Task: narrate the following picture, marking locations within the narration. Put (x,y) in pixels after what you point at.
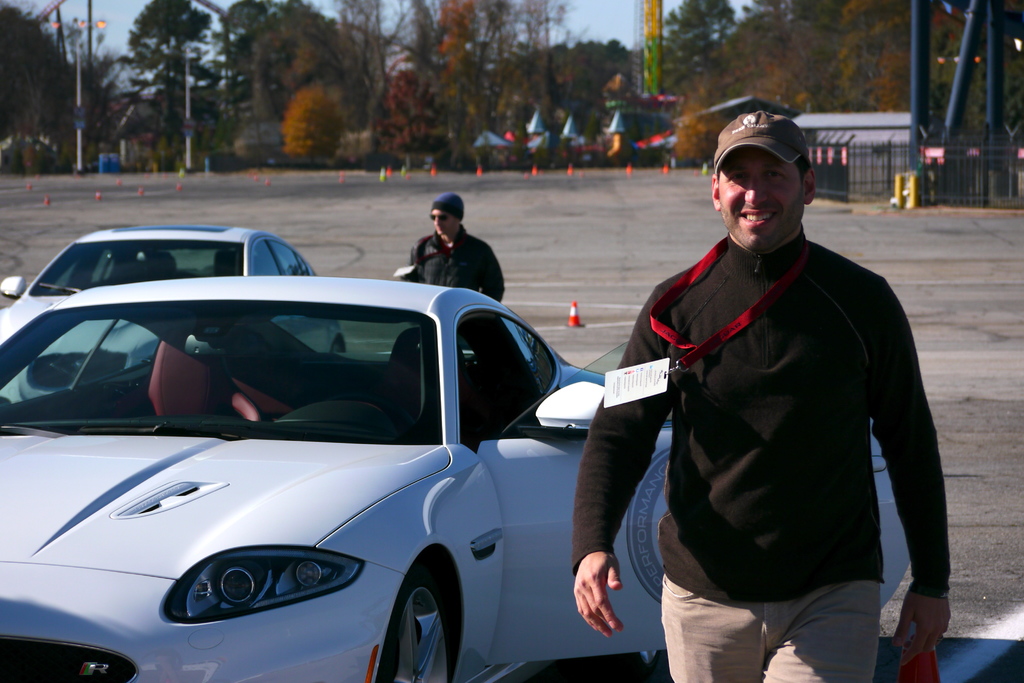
On the right side of the image (737,476) we can see a man (692,444) walking. He is wearing a cap (721,154). On the left (221,400) there are cars (273,326) and we can see a person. In the background (265,121) there are trees (689,123), poles (82,23), fence (853,146) and sky (206,40).
